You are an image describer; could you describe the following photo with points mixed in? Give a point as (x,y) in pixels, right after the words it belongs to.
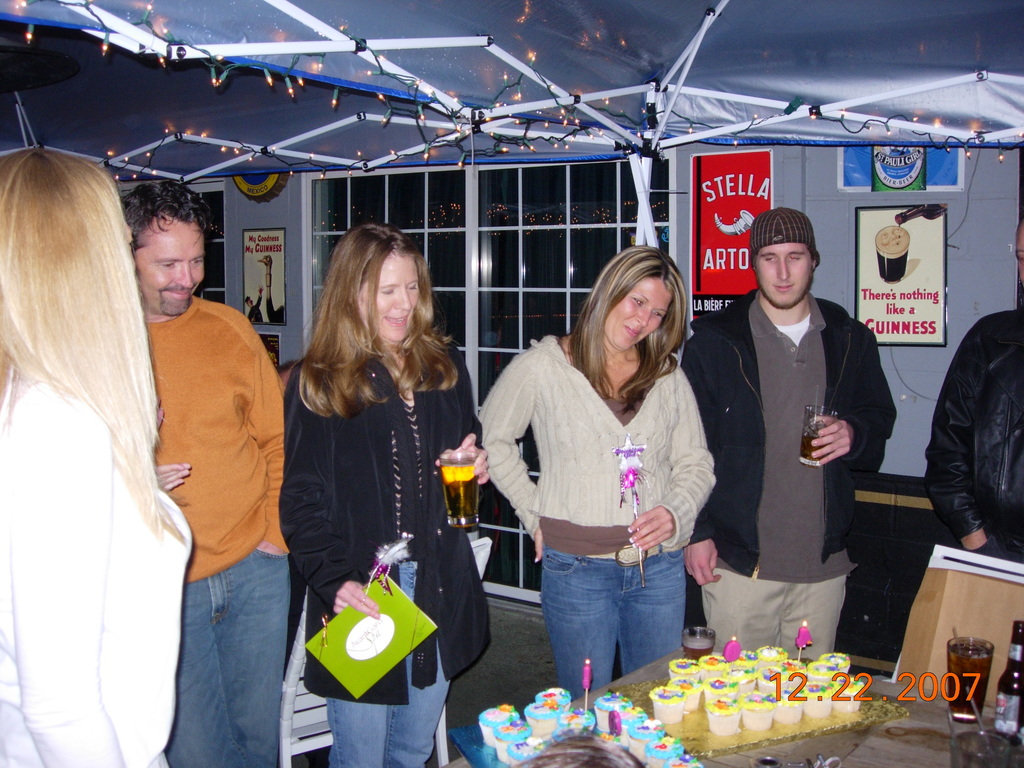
In this image there is a table (706,691), on that table (636,701) there are cupcakes (745,686) and glass (966,684), around the table (492,722) there are people (435,684) standing and few are holding glasses (456,487) in their hands (816,453) and few are holding cards (416,607) and sticks (391,564), in the background (597,212) there a wall (1013,178) for that wall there is a door (537,183), on that wall (810,189) there are posters (753,206), at the top (494,148) there is a ceiling (822,36) and lights (415,86).
